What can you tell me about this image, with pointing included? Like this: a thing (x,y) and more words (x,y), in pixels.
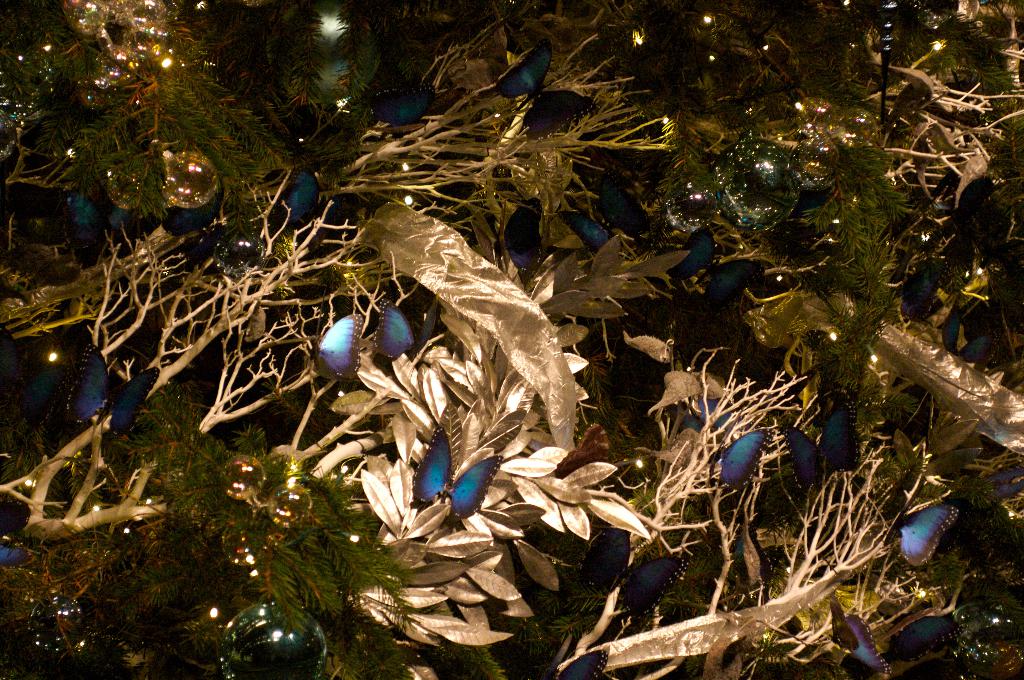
In the picture I can see the leaves (409,432), butterflies (342,343) and lights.
